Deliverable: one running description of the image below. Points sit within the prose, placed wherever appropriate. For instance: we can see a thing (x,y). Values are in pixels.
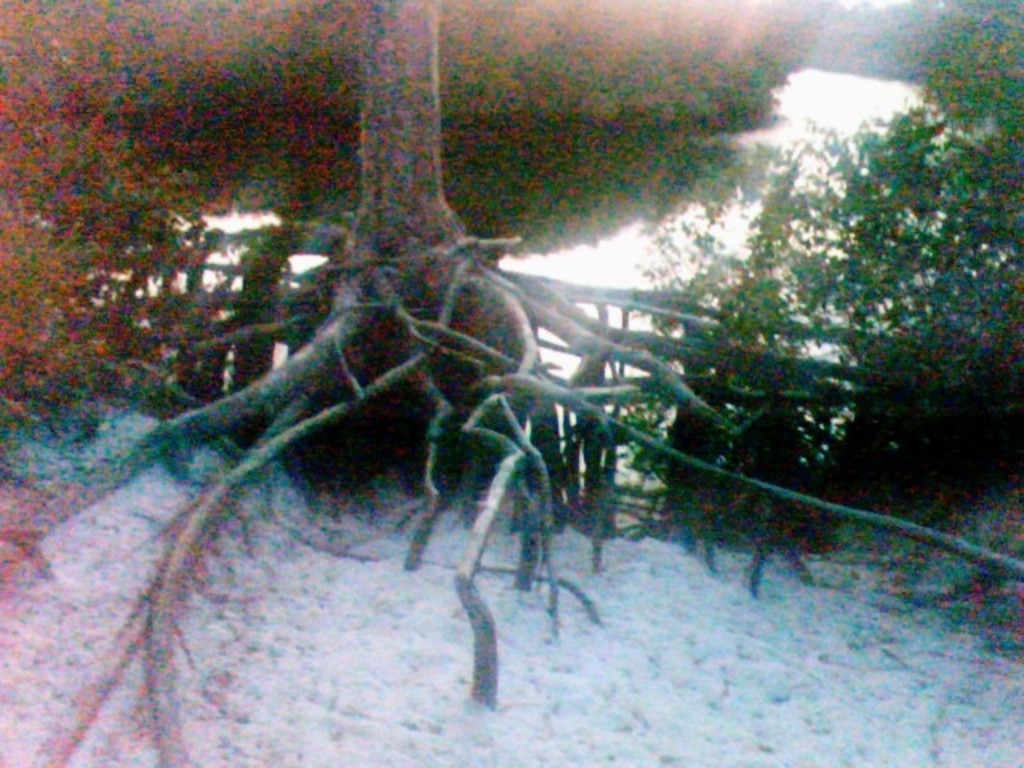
In this image at the bottom (445,628) there is sand (742,671), and in the background (629,382) there are some trees (859,277) and roots (618,420) of a tree (618,420).
